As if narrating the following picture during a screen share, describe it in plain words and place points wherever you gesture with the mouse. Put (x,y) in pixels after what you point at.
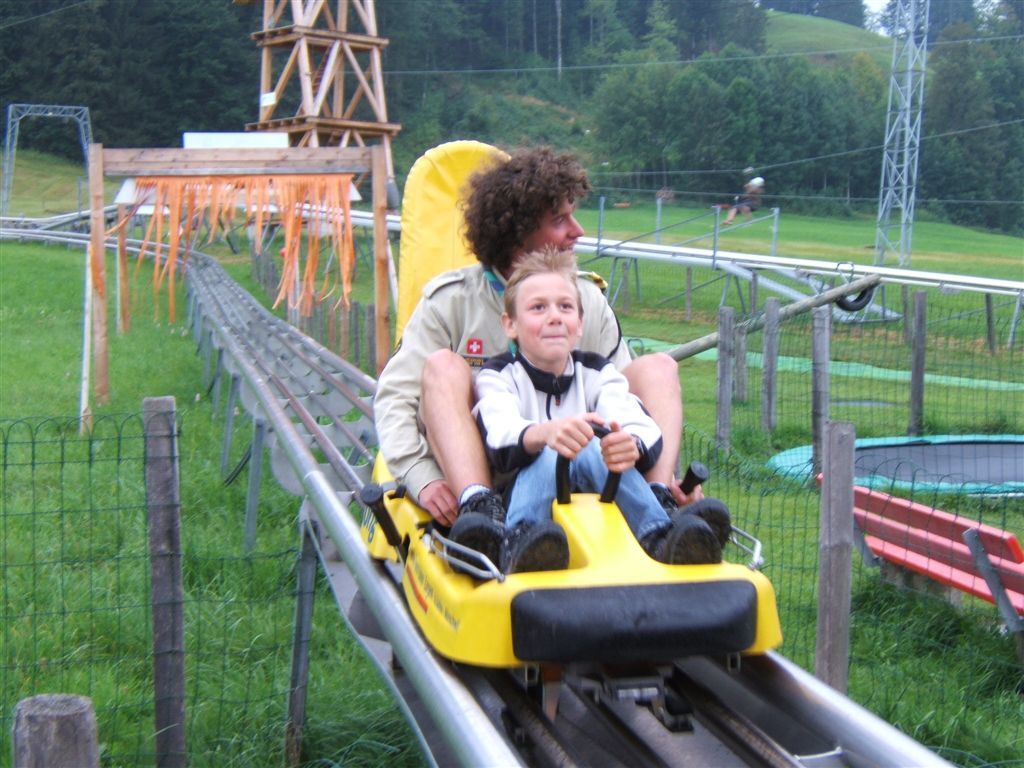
In this image I can see there are two persons (392,361) visible on track (693,688) and yellow color vehicle (677,689) and on the left side (171,460) I can see the fence (130,445) and in the middle (660,302) I can see cables (860,149), fence (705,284), trees (773,188) and grass (754,247).
